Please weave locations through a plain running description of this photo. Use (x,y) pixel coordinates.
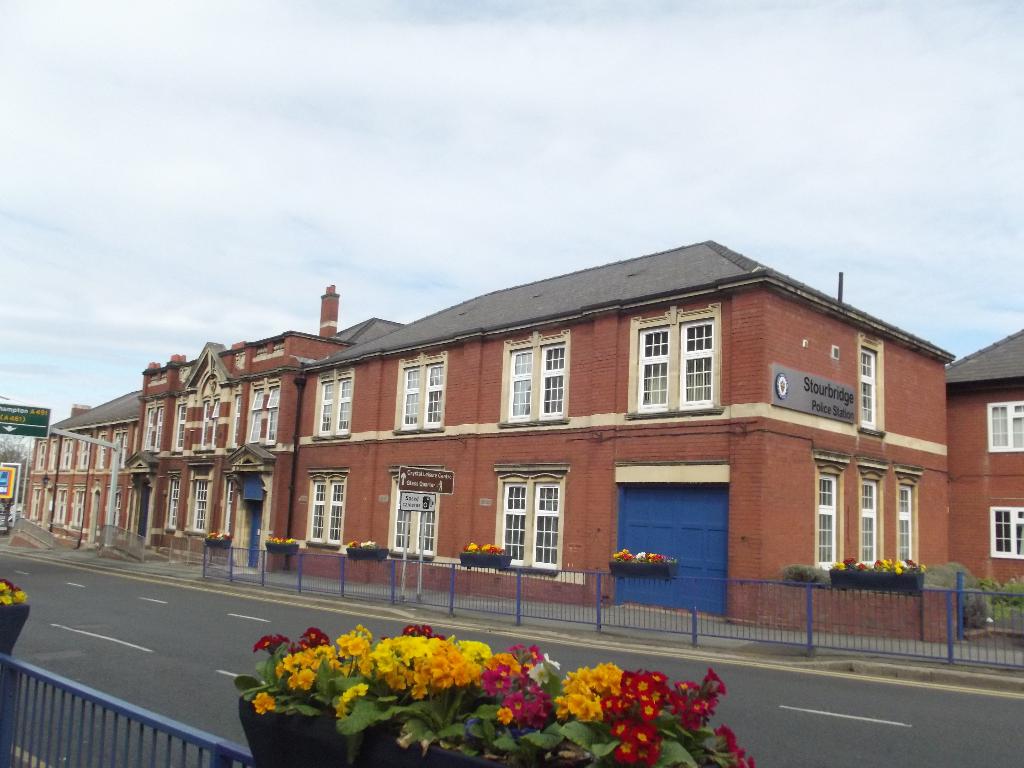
In this image there are buildings (322,539) and we can see grilles (441,561). At the bottom (419,686) there are flowers (414,667) and we can see plants (259,709). On the left (2,426) there is a board (25,426). In the background (479,182) there is sky (332,133).
